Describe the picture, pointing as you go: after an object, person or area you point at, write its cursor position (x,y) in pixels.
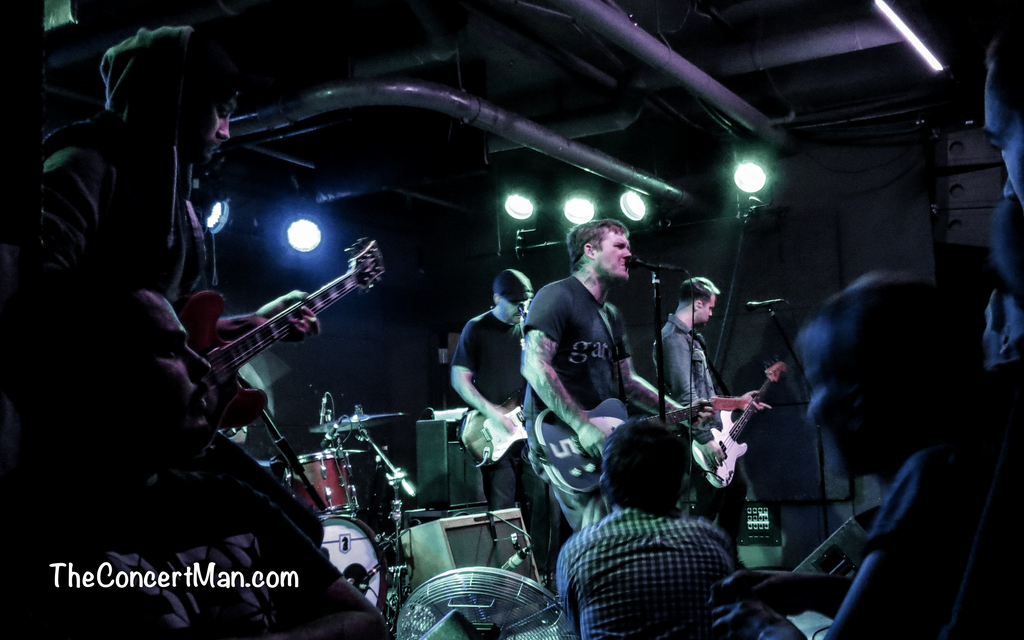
There is a group of people (537,373). They are standing on a stage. They are playing a musical instruments (712,428). We can see in background (568,160) lights (587,203) and rods (558,139).
